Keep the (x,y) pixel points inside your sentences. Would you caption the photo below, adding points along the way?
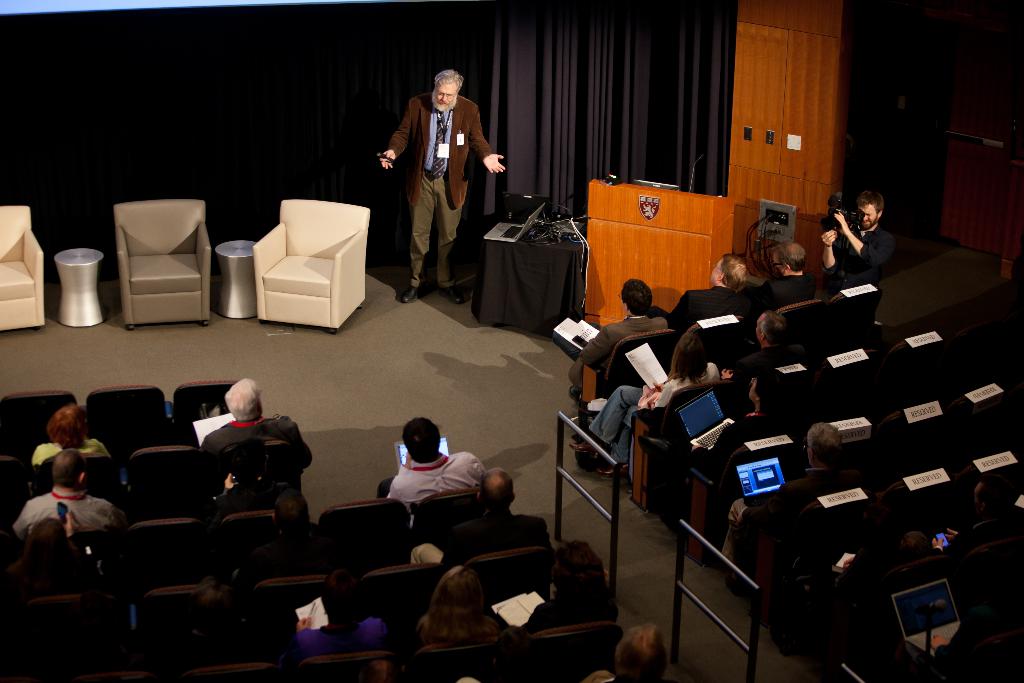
In this image there are chair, laptop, cables (578,221) in table (529,245), podium (632,191), another man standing near them, group of people (587,364) sitting in chair (900,511), name boards (834,499), camera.
